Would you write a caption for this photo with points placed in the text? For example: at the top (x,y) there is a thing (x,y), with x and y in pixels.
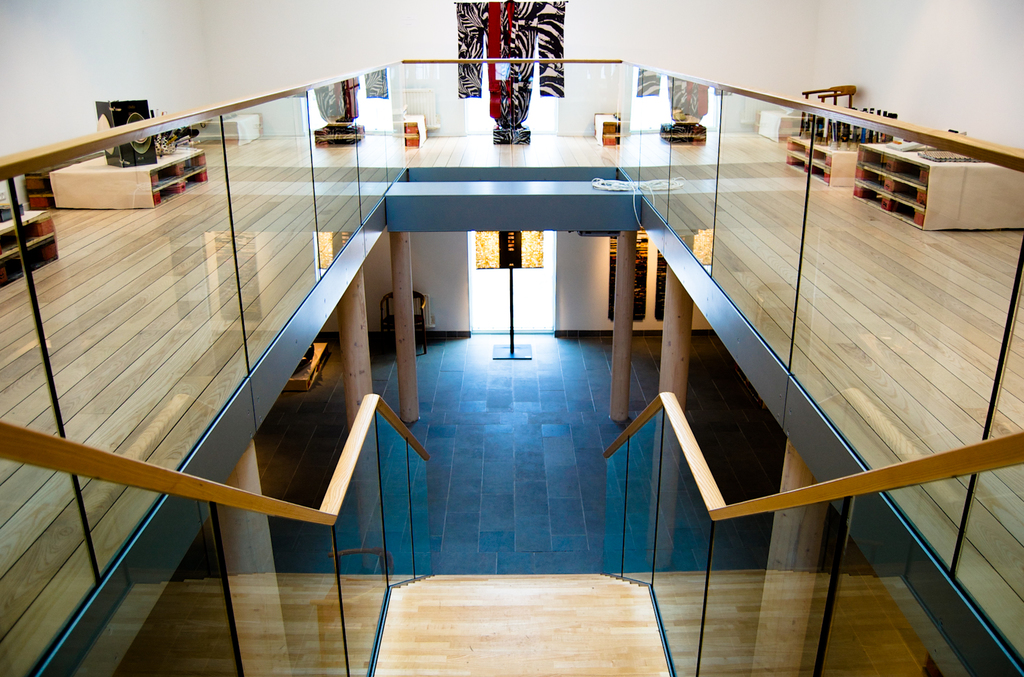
In this image we can see inside view of a building (638,567). There are glass railings (785,599). Also there are pillars (407,367). Also there is a chair (419,324). And there are cupboards (134,183). In the back (578,25) there is a wall (442,38). On the wall (408,16) there is a decorative item (559,64). Also there is a stand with a board (506,250).
